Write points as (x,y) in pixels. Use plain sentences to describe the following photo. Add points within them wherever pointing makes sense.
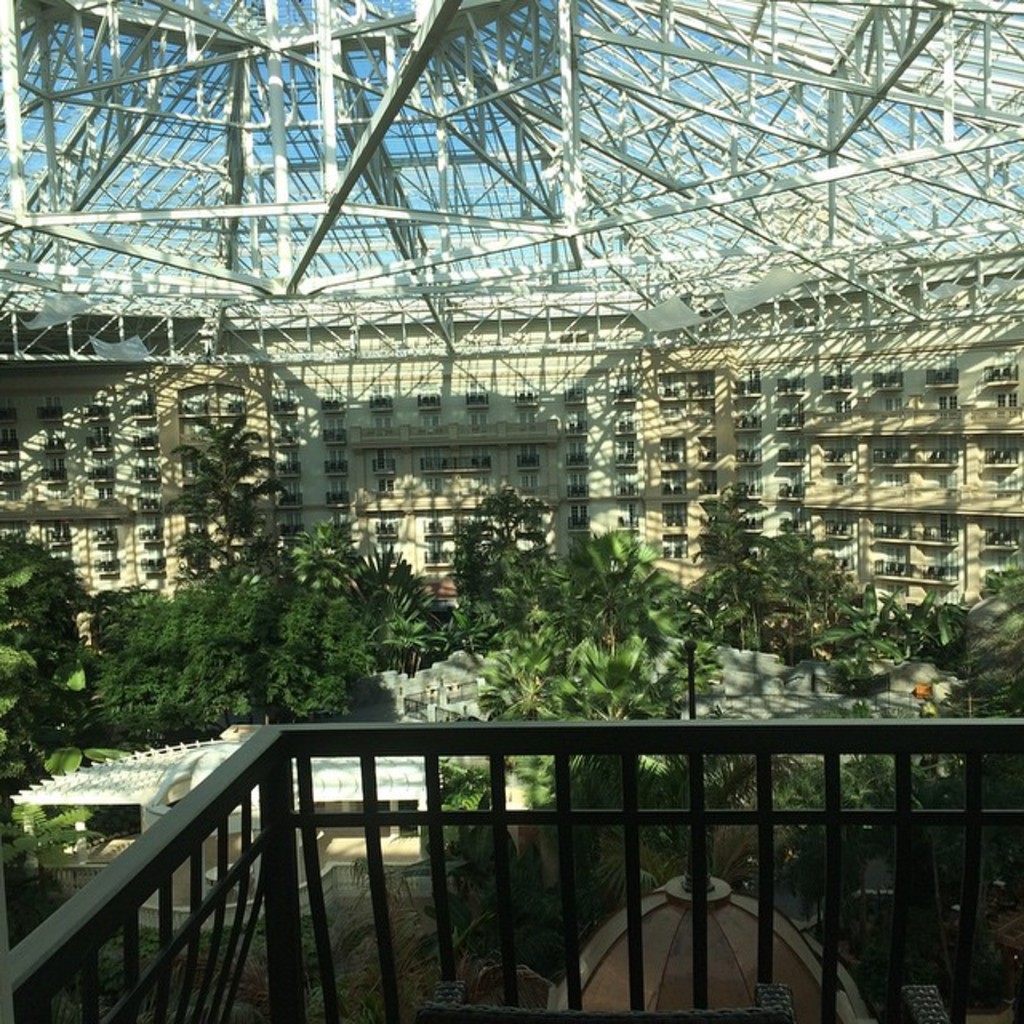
This image consists of building (447,469) in the middle (453,428). There are bushes (810,792) and trees (657,872) in the middle (464,612).
